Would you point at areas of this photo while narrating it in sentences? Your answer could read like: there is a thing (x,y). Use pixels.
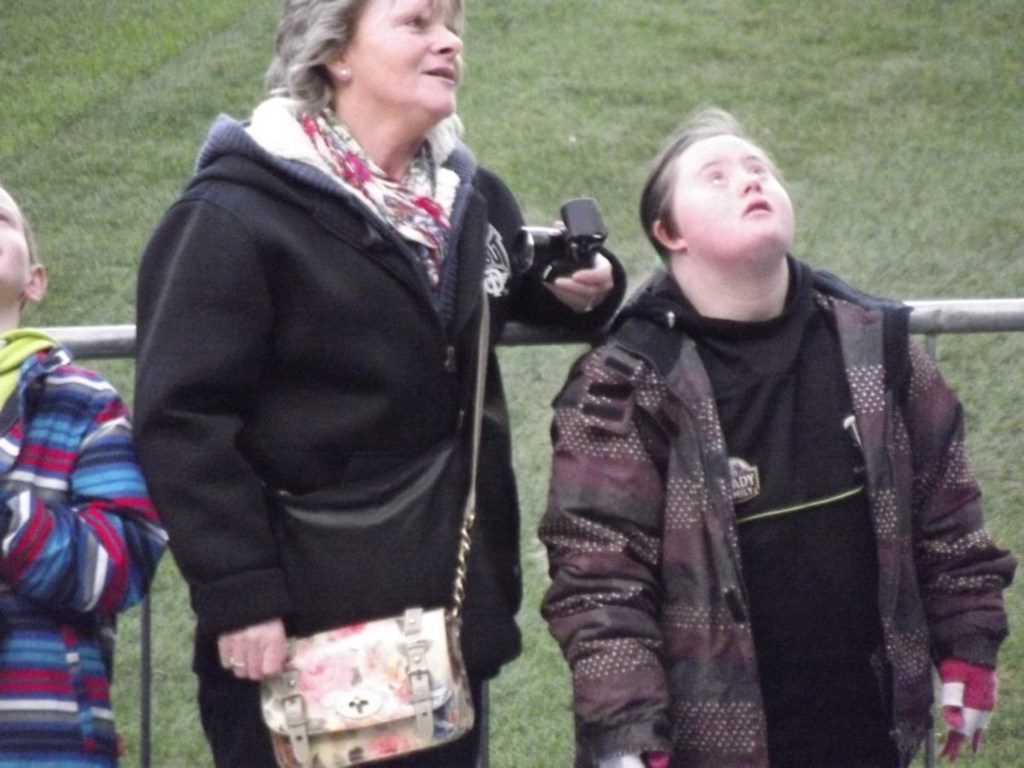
Here in this picture we can see three people (279,559) standing on the ground (197,710) over there and the woman (432,506) in the middle (439,445) is having a hand bag (419,717) with her and she is holding a camera (539,235) in her hand (577,276) and we can see all of them are wearing jackets (19,641) on them and behind them we can see a railing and we can see the ground (89,83) is covered with grass (857,17) all over there.
